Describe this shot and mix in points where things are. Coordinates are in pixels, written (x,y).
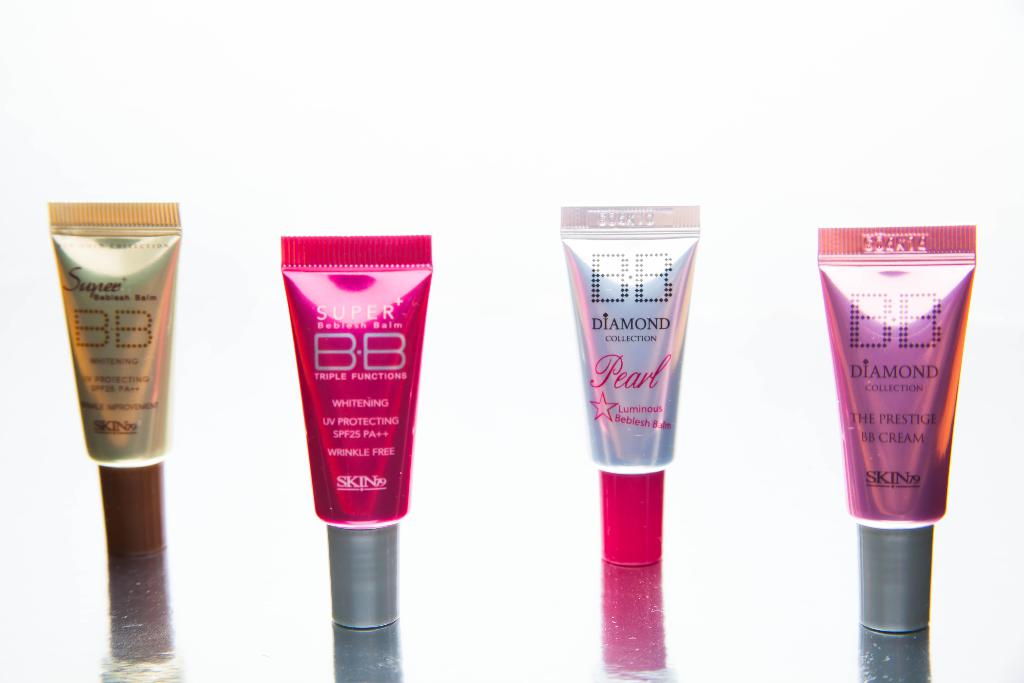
In this image I can see 4 tubes (588,319) on a surface (305,525). These tubes (321,479) are different in color. The background of the image (229,240) is blurred.
